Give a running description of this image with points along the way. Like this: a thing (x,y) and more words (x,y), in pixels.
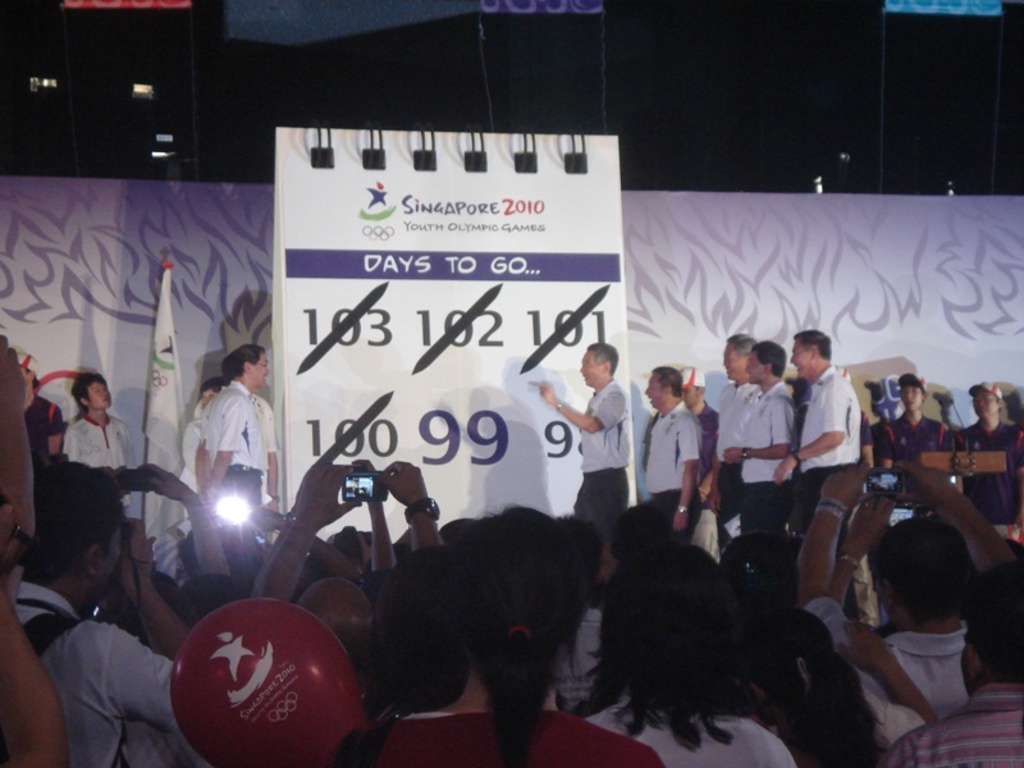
This picture shows few people (687,379) standing and we see few people (319,517) holding cameras (356,487) in their hands (307,507) and we see a flag (169,291) and a calendar (276,151) and we see few people (910,398) wore caps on their heads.
